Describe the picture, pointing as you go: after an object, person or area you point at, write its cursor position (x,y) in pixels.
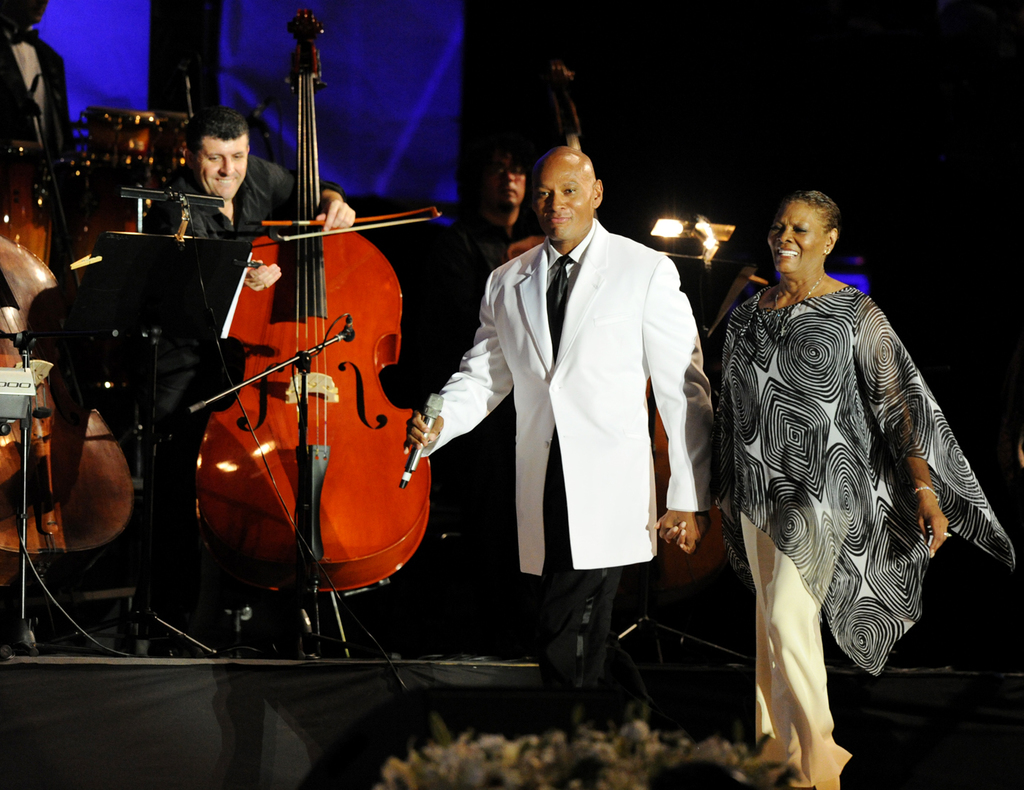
there are people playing musical instruments (356,327) and two people (577,410) are walking.
